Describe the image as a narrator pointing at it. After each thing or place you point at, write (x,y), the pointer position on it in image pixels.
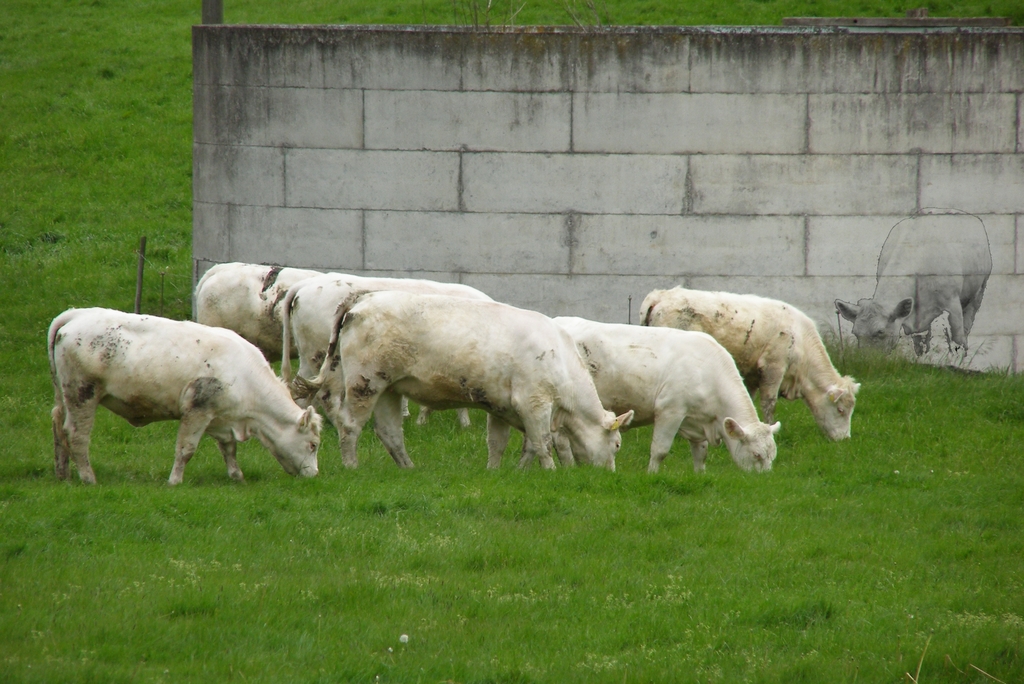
In the picture I can see a few cows (331,391) eating the grass (508,581). Here I can see the wall (626,41) on which I can see an art (894,317) of a cow (886,321) in the background (967,237).
